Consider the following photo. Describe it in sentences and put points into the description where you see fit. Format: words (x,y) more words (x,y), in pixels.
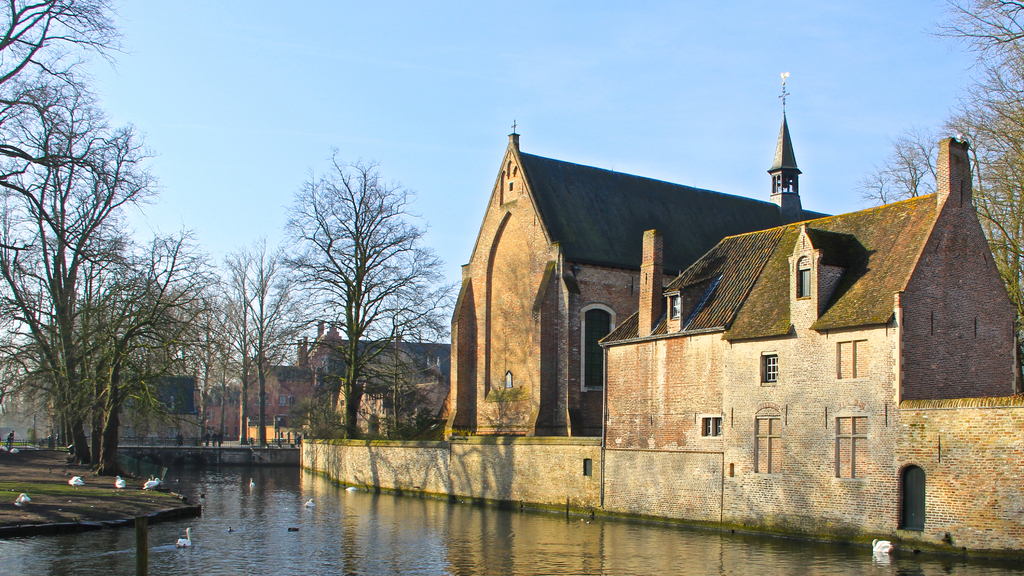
In this image I can see the water (300,534), the ground (119,506), few birds (121,482) which are white in color on the surface of the water (296,515) and on the ground (182,514), few people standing on the ground (63,455), few trees (240,428) and few buildings (375,401). In the background (379,168) I can see the sky (287,164).
